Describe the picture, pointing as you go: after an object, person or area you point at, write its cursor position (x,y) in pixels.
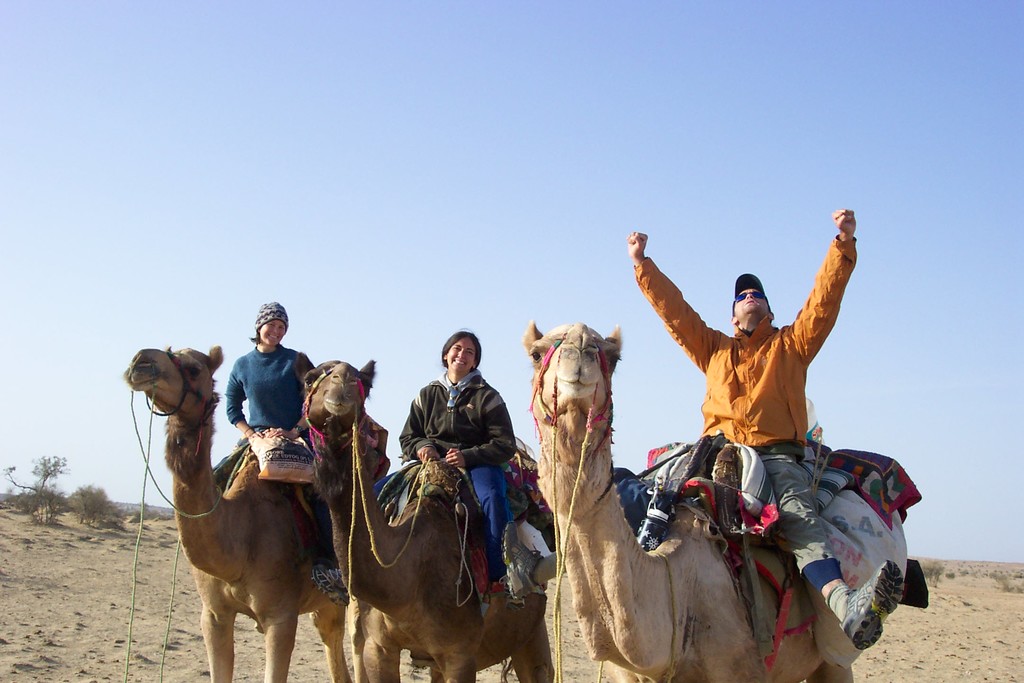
In this image we can see people (805,527) sitting on the camels (196,451). In the background (113,509) there are trees (47,496) and sky (402,394). At the bottom (103,634) there is sand (569,635).
